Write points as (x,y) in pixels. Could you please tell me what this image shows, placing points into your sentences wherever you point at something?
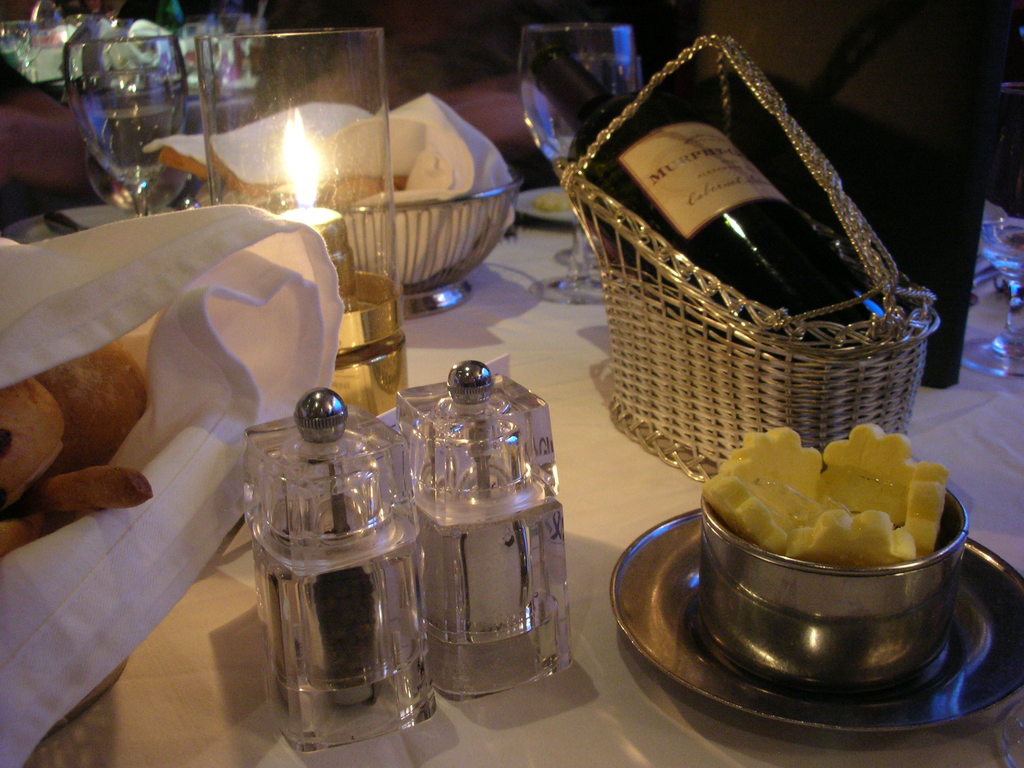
In this image we can see table (585,489). On table (557,702) salt and pepper container (428,585), plate (930,700), bowl (812,606), bottle (658,192), basket (702,384), candle (310,161), glass (83,87) and food items (46,518) are there.
